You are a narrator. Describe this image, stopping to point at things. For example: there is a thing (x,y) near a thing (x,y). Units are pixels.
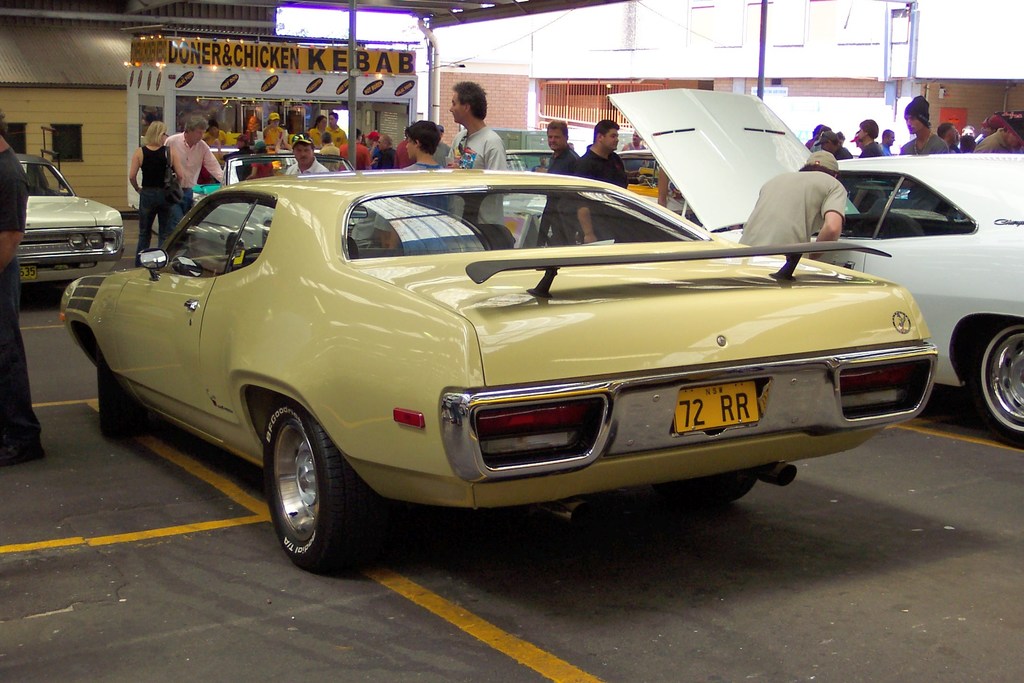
Here in this picture we can see vintage cars (279,285) present on the road (126,235) over there and we can see people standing on the road (135,261) here and there and in the middle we can see shop (134,41) present and we can see buildings (105,74) present all over there.
